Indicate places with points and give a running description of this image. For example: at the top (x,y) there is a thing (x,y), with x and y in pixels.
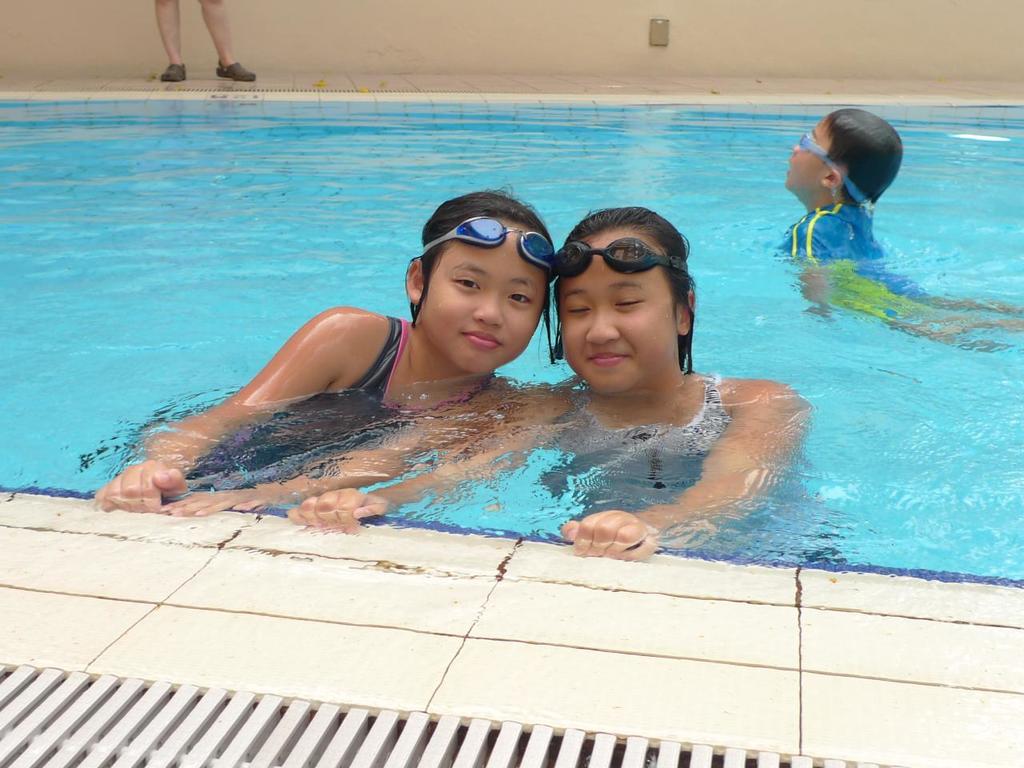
In the background (217,41) we can see the person legs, wall (720,32) and an object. In this picture we can see a boy (802,232) wearing goggles (840,172) and swimming. In this picture we can see the swimming pool (894,388) and the girls (438,413) giving a pose. At the bottom portion of the picture (638,631) we can see the floor (556,632) and metal grille (67,737).
